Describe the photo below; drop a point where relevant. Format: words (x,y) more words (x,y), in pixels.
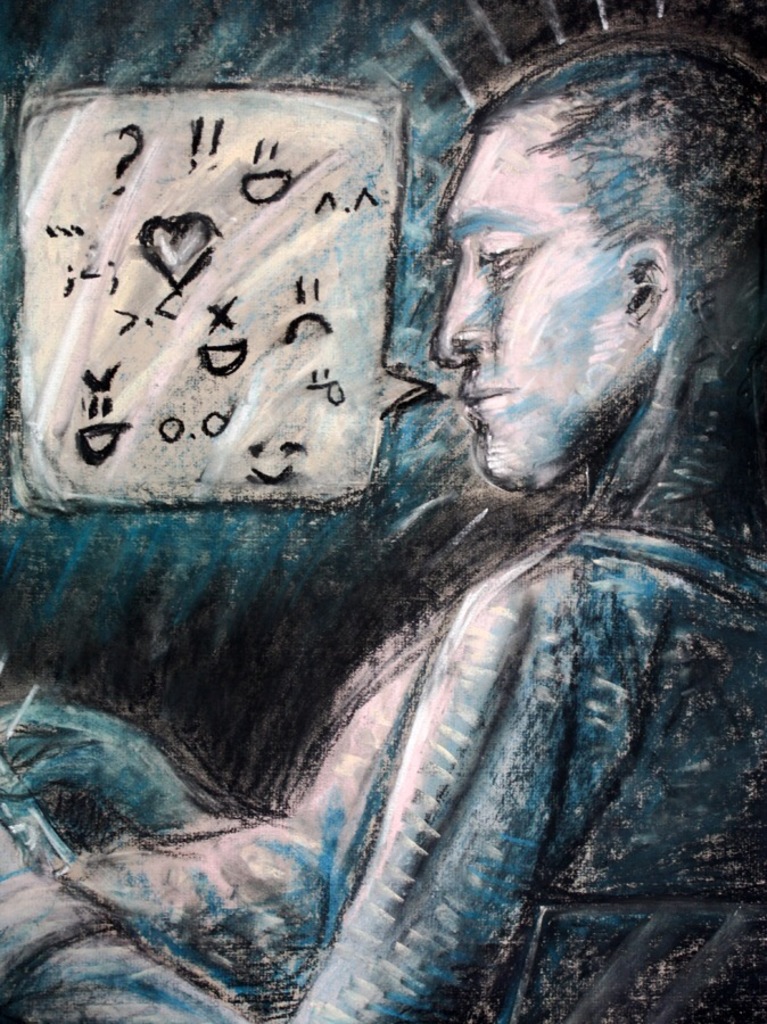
This is a sketch of a person (588,672) sitting on the chair (672,937) is on the right side (593,554) and a dialogue text box (201,307) is on the top left (167,203).
